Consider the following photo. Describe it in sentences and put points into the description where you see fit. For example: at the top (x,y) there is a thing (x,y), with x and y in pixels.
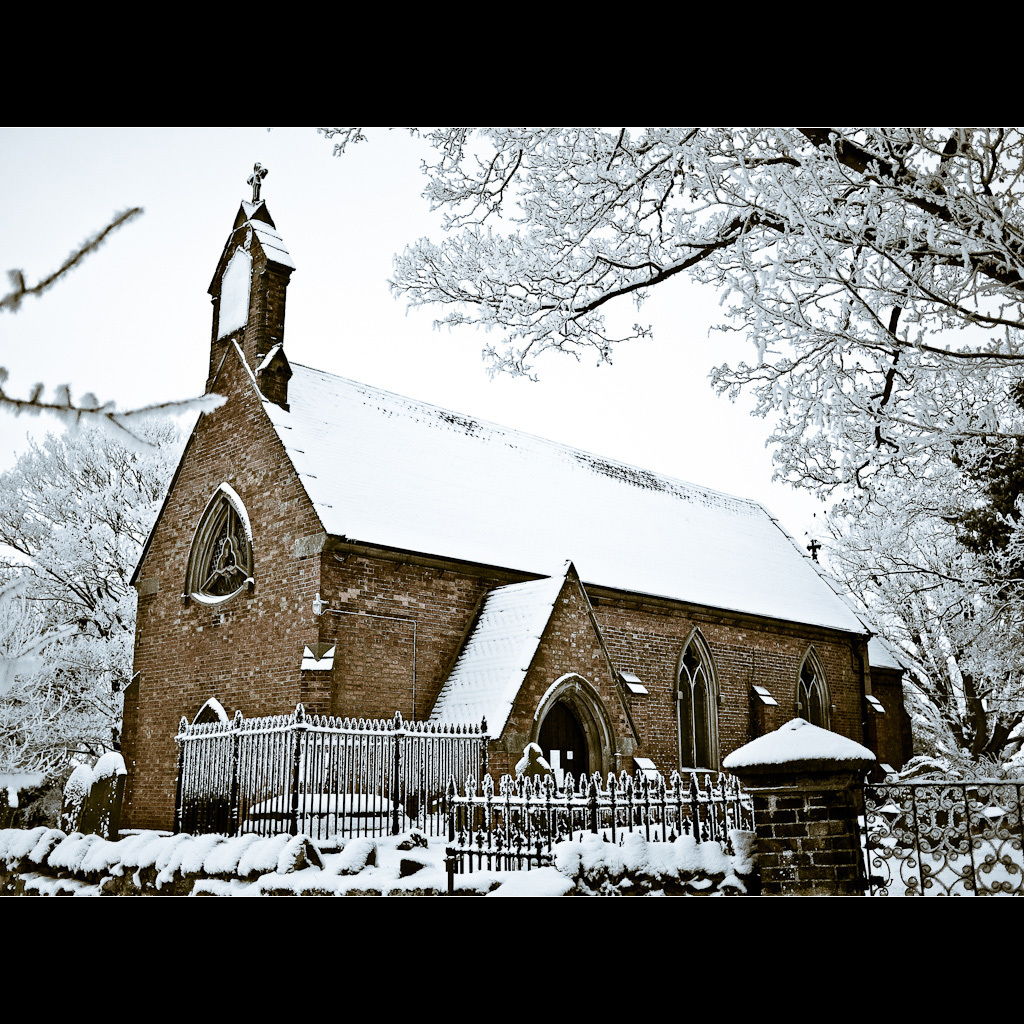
In the foreground of the picture (453,802) there are plants (19,768), railing (434,786), wall (808,822) and stems (115,422) of a tree (115,422) and there is snow (440,832) everywhere. In the center of the picture (629,594) there are trees (1023,633) and a church (424,625). In the background (393,323) it is sky (362,295), sky (365,269) is cloudy.
